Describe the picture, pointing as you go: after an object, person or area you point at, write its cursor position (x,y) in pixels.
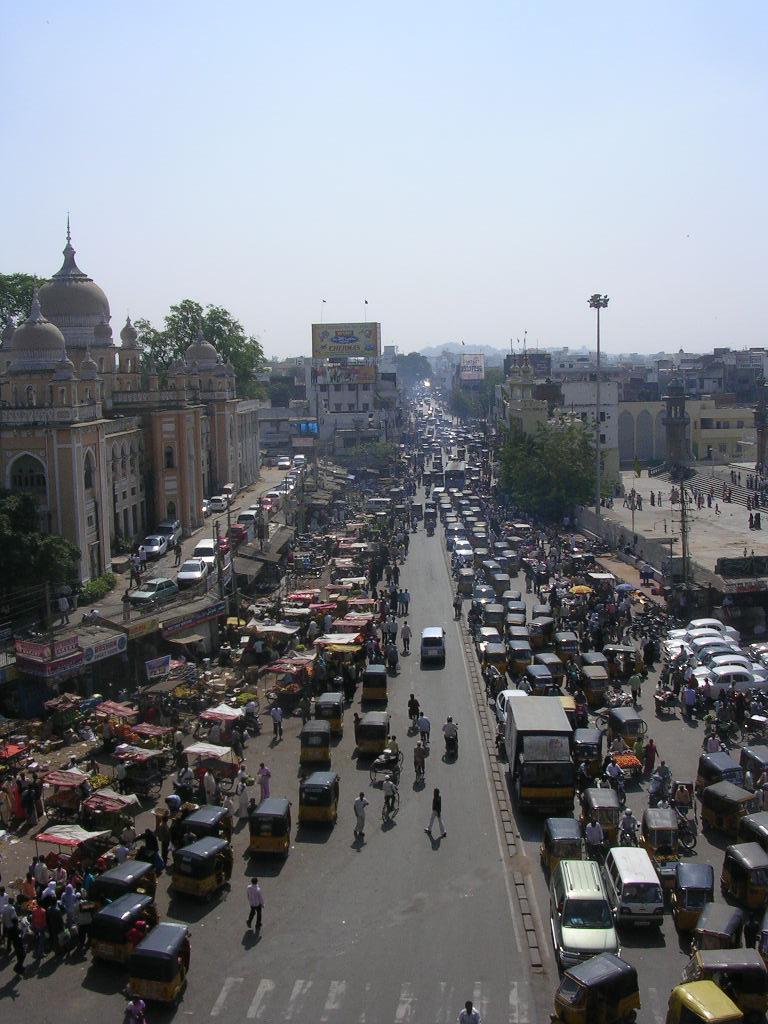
In this picture we can observe a road (407,869) on which there are some vehicles (216,813) moving. We can observe buildings (360,416) and trees (577,471). In the background (86,137) there is a sky (308,116).
